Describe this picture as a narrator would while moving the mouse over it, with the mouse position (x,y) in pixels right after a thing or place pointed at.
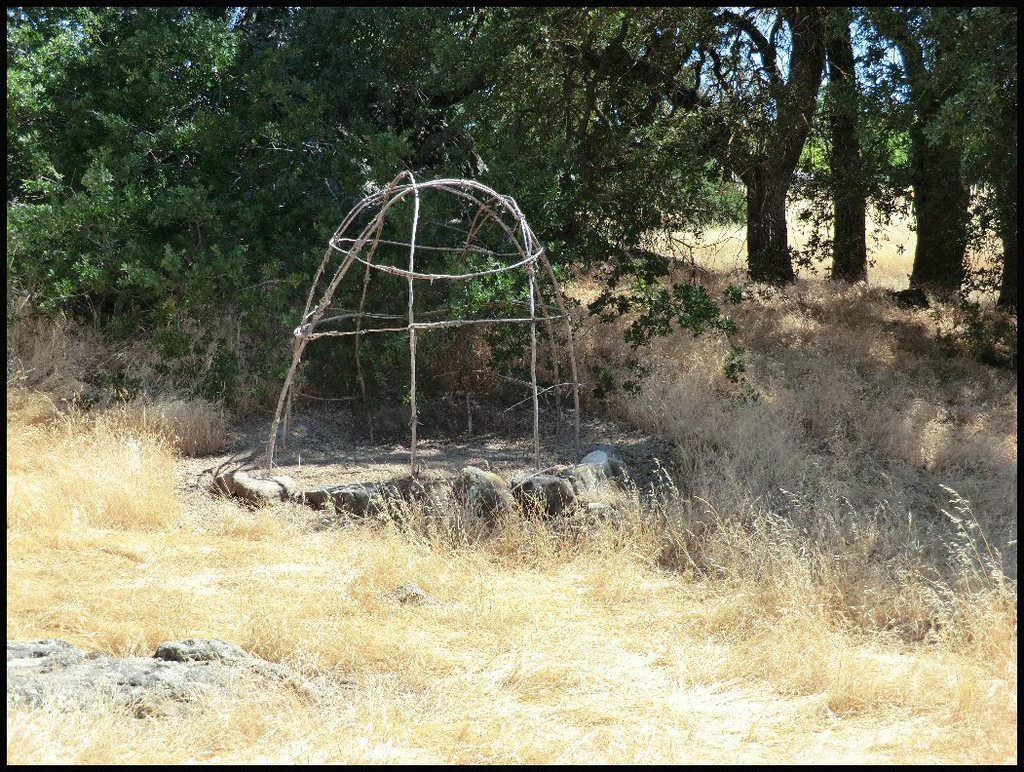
In this image I can see an open grass ground (682,379) and in the background (362,178) I can see number of trees (582,133). In the centre of this image (410,260) I can see some kind of design (374,322) on the ground (396,505). On the top right side of this image (781,70) I can see the sky (862,36).
